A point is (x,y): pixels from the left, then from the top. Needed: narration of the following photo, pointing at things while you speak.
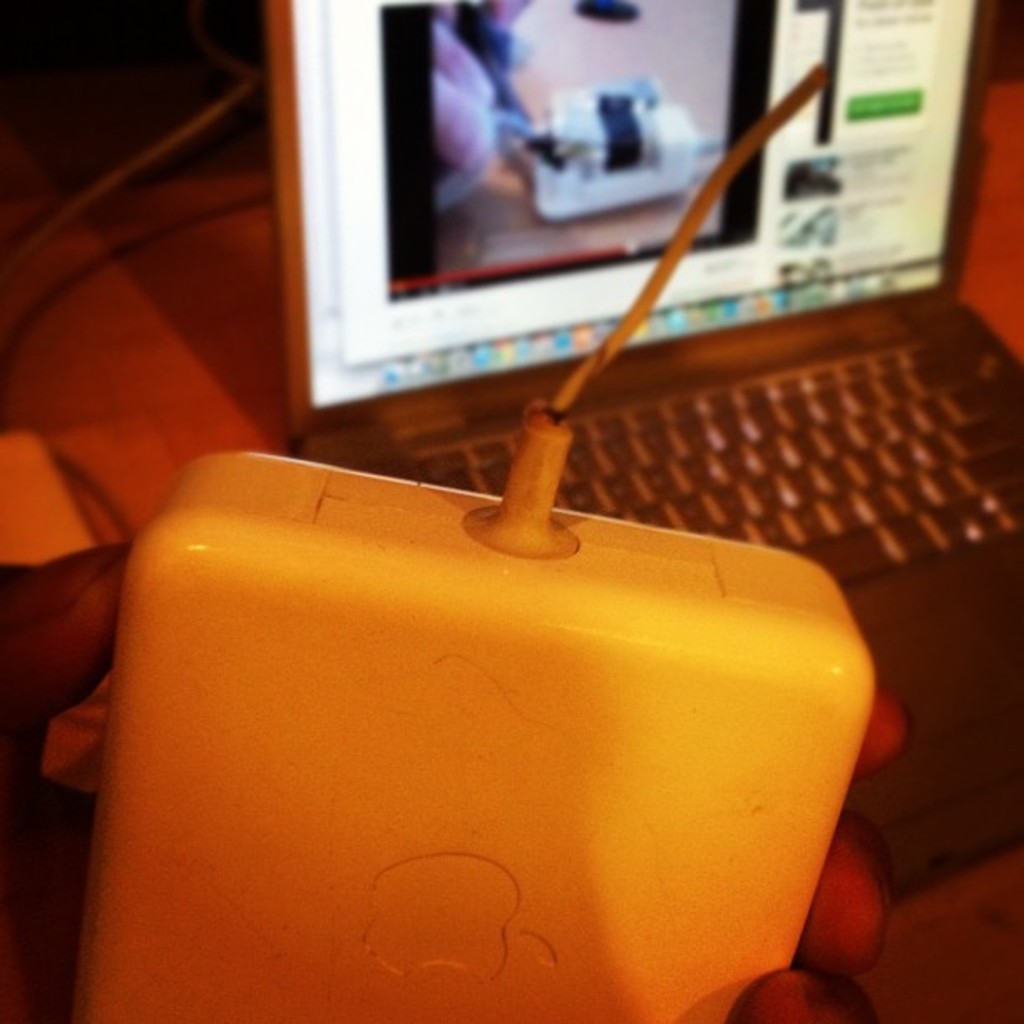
In this image in front (181,627) we can see the hand (1,633) of a person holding the adapter (563,551). There is a laptop (483,379) on the table (210,192).
